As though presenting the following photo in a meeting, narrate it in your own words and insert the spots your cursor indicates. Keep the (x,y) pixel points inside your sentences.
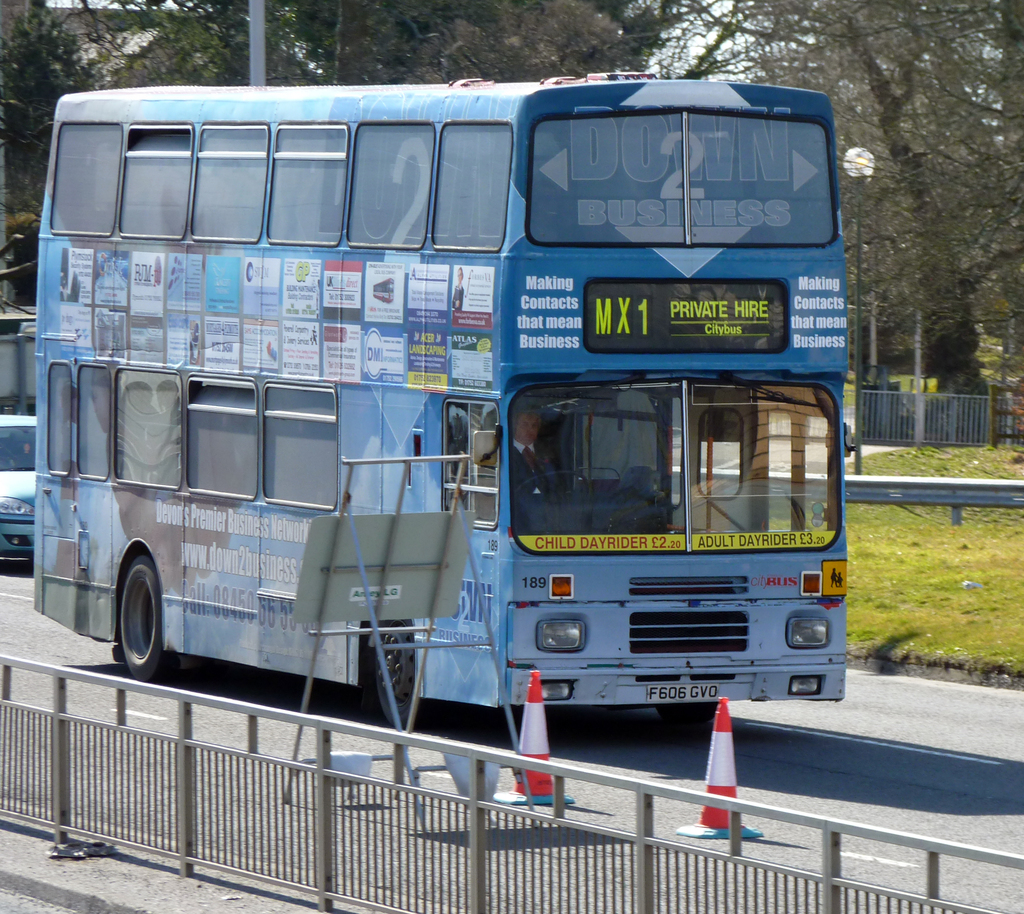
In the picture a car (14,482), a bus (381,444) on the road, fence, traffic cones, a board (426,460) and some other objects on the ground (438,854). In the background (905,494) I can see the grass (891,557), trees (21,169), poles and some other objects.
